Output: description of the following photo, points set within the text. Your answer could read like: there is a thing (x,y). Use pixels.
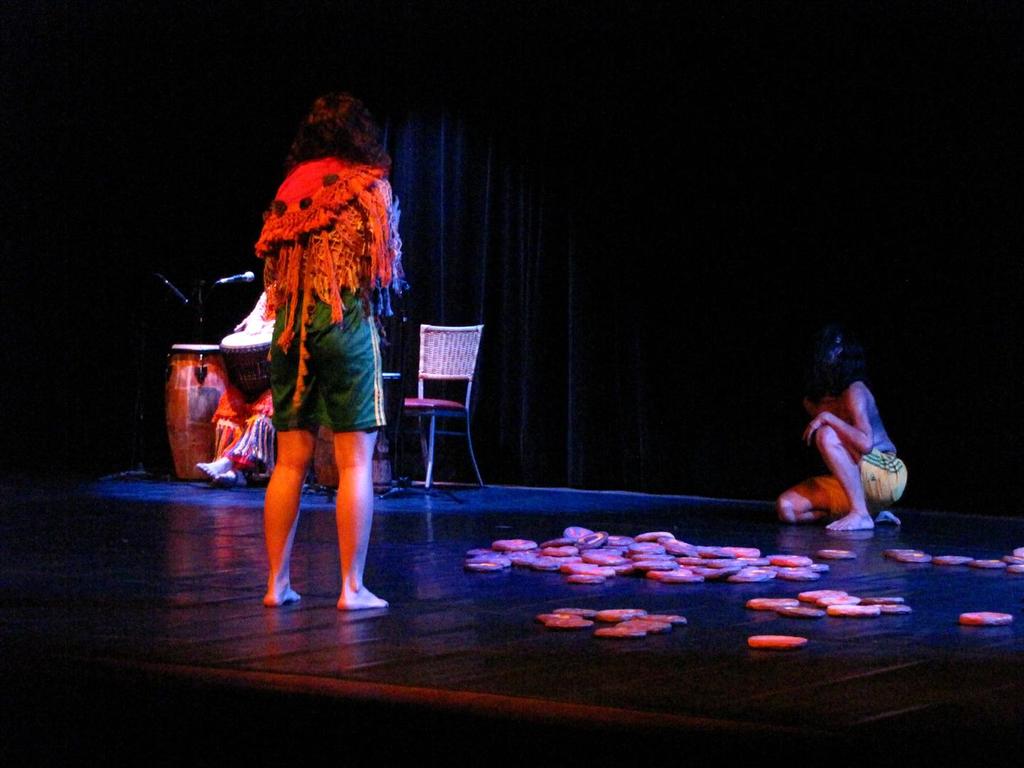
Here is a woman (342,393) standing on the floor (413,642). These are some objects (847,606) placed on the floor (714,661). I can see another person (241,453) sitting and playing some music instruments (218,362). This is the empty chair (422,371). I can see another person (841,491) sitting on the floor (796,525).
